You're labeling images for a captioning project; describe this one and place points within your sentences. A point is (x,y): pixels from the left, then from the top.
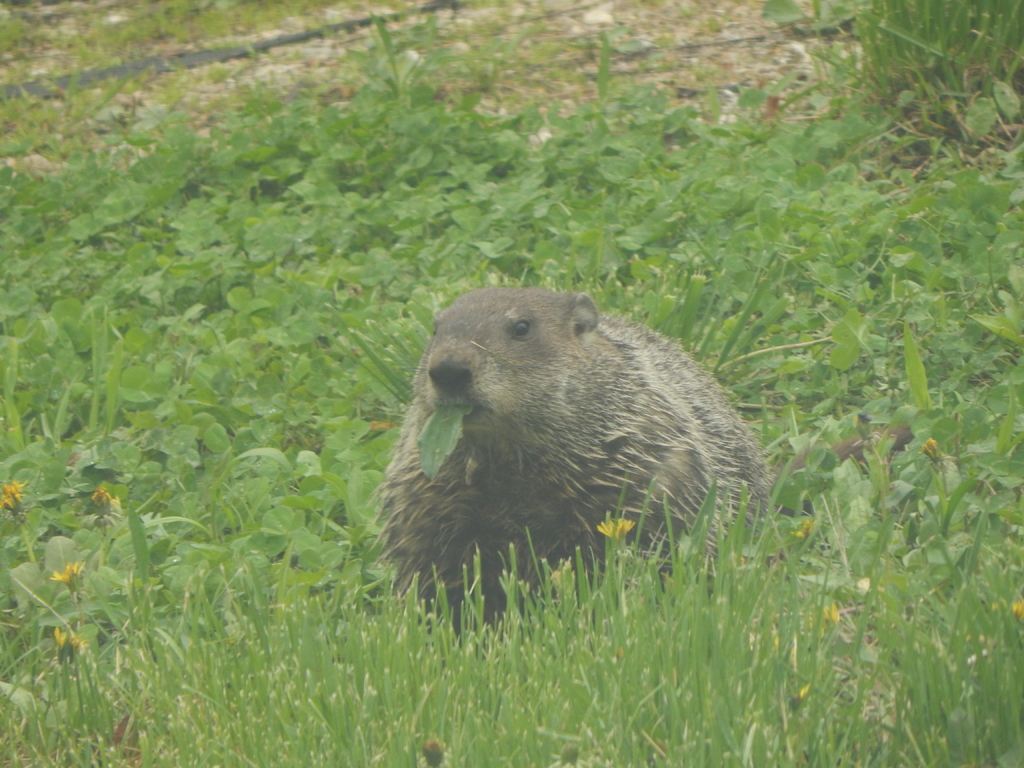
In the picture we can see a grass (601,756) and the grass plants (768,717) and some animal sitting in the grass (387,651) and eating a leaf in its mouth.
